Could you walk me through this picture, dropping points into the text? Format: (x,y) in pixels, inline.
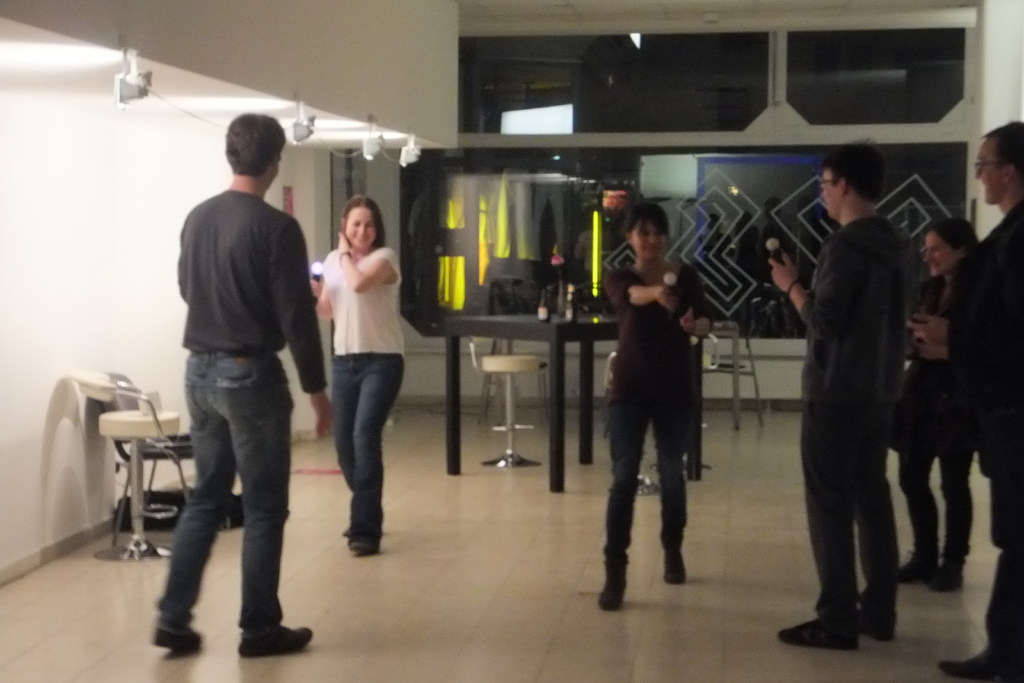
In this picture we can see some people (240,324) where some are walking and some are standing and looking at them and here on table (551,335) we can see bottles (556,303) and in background (309,169) we have wall (322,181), lights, chairs (511,365).
